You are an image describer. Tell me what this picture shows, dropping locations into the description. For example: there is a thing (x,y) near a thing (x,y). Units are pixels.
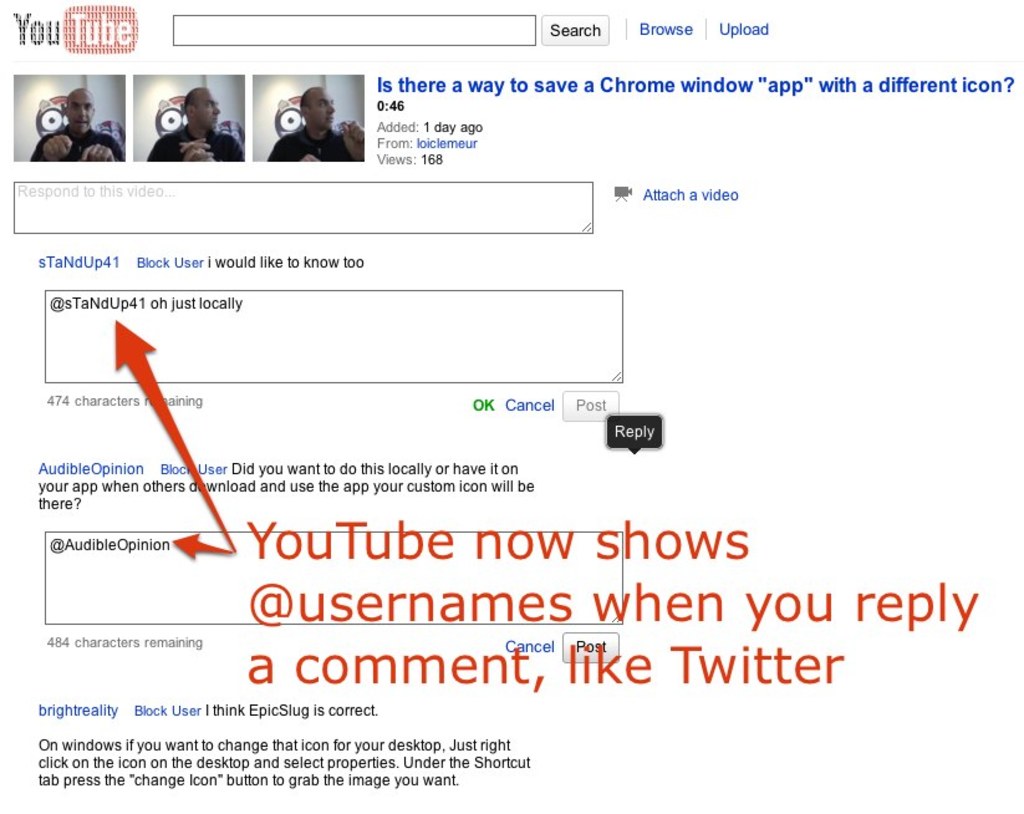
In this image I can see the screenshot and I can see the person images (169,120) and I can see something written (295,780) on the image.
